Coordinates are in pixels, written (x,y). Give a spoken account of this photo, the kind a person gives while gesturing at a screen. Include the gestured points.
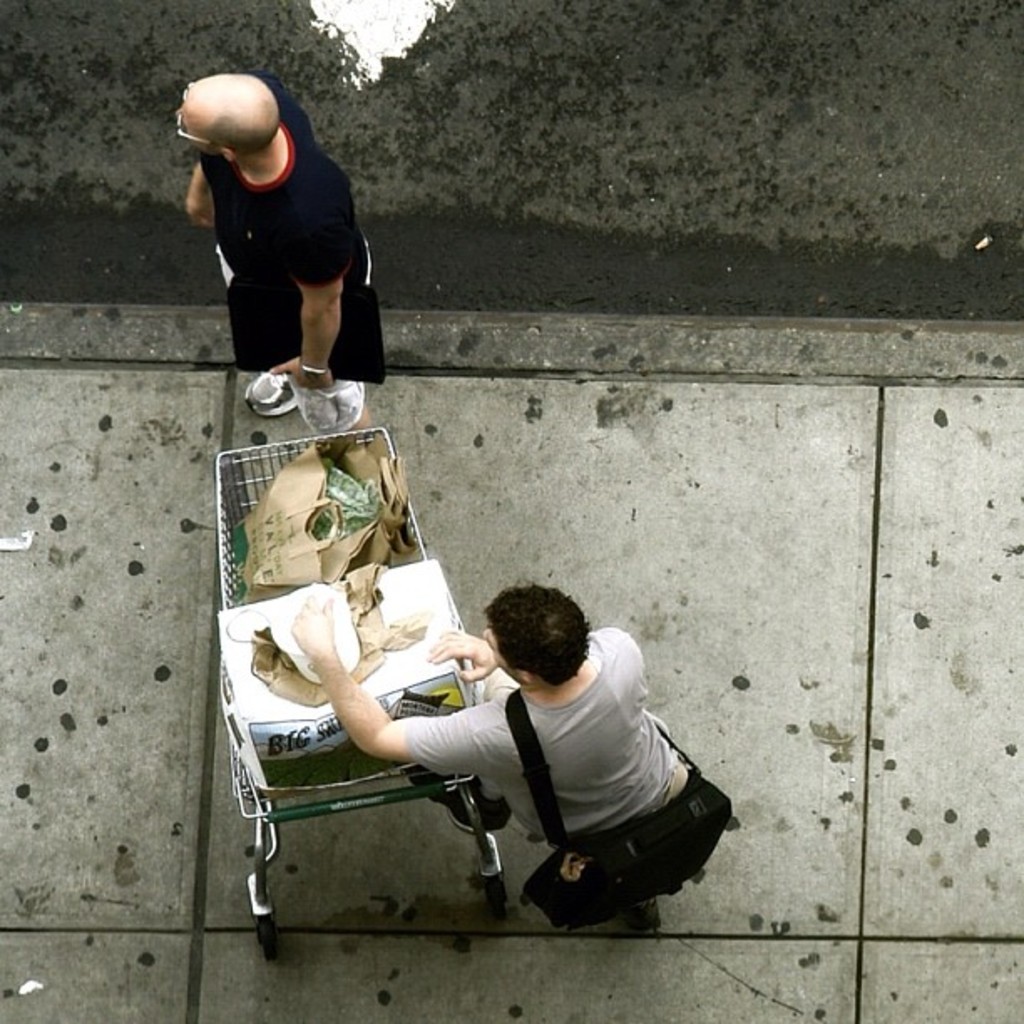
Here we can see two people (315,255) and cart (253,459). Cart (289,446) with things (344,516). This man (586,646) wore bag (675,828).
